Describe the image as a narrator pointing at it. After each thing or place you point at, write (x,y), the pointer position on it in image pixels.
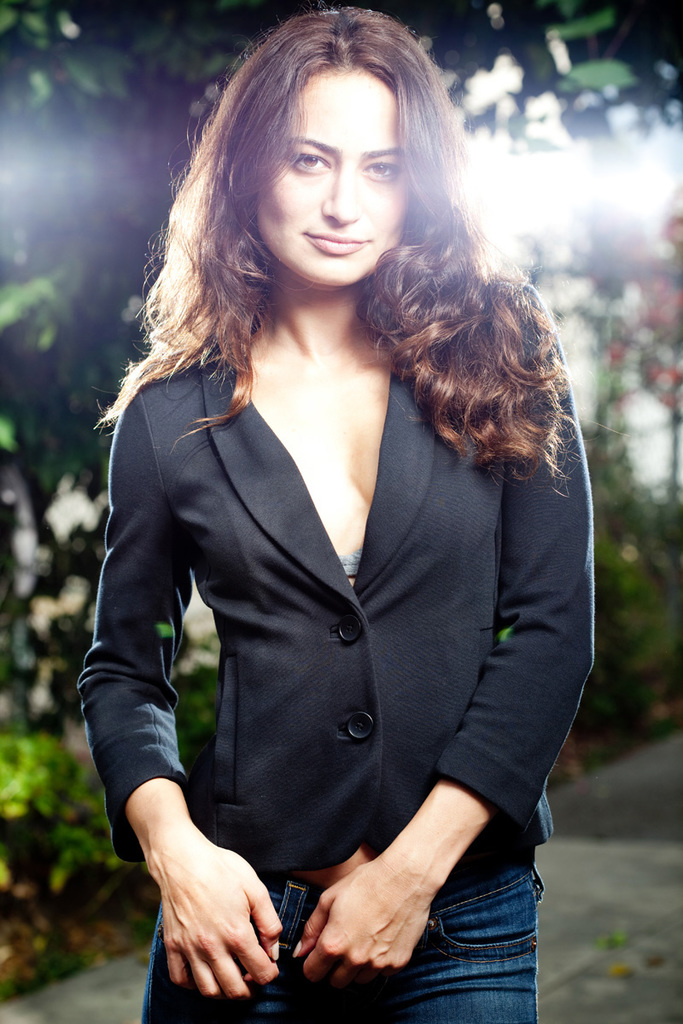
In this picture there is a woman (231,652) standing and smiling. In the background of the image (599,527) it is blurry and we can see leaves (633,594).
